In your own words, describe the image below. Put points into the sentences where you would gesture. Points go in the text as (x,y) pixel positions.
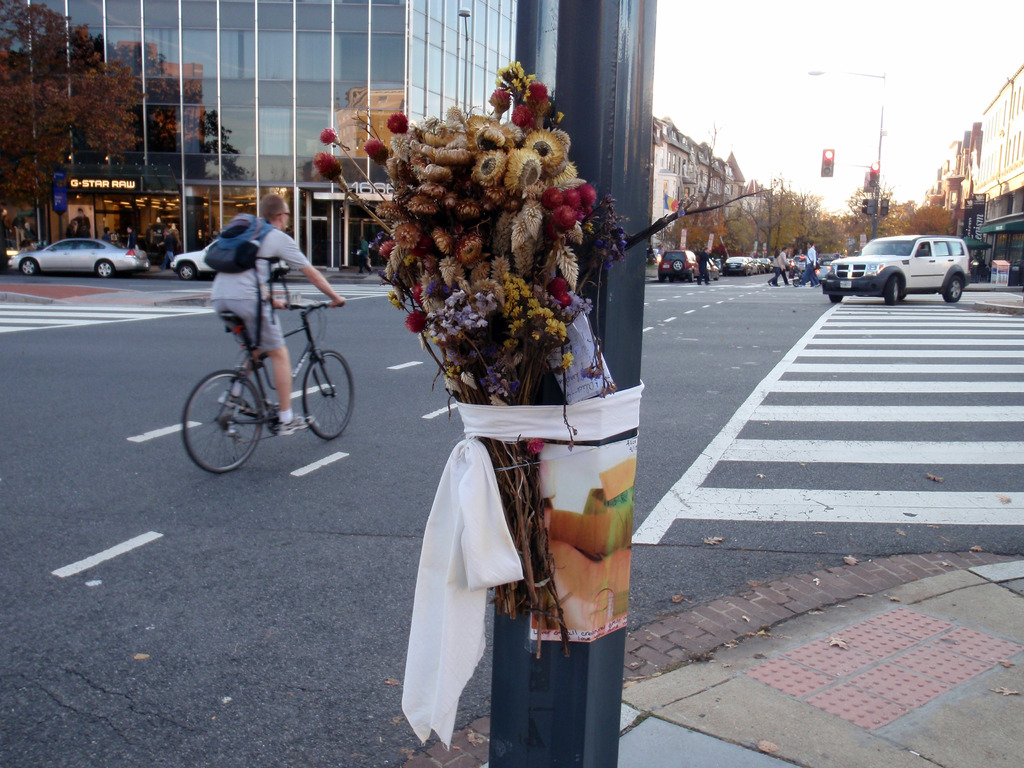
In this image we can see a pole (589,116). On the pole (590,496) there are flowers (506,349) tied. There are many vehicles (906,241) on the road (301,399). There is a person (251,296) wearing bag (244,236). He is riding a cycle (262,382). In the back (292,150) there are buildings (734,207). Also there are trees (23,116). And we can see a traffic signal (869,173) with pole (879,156). In the background (865,165) there is sky (737,122). And we can see few people (813,264) in the background (817,257).
